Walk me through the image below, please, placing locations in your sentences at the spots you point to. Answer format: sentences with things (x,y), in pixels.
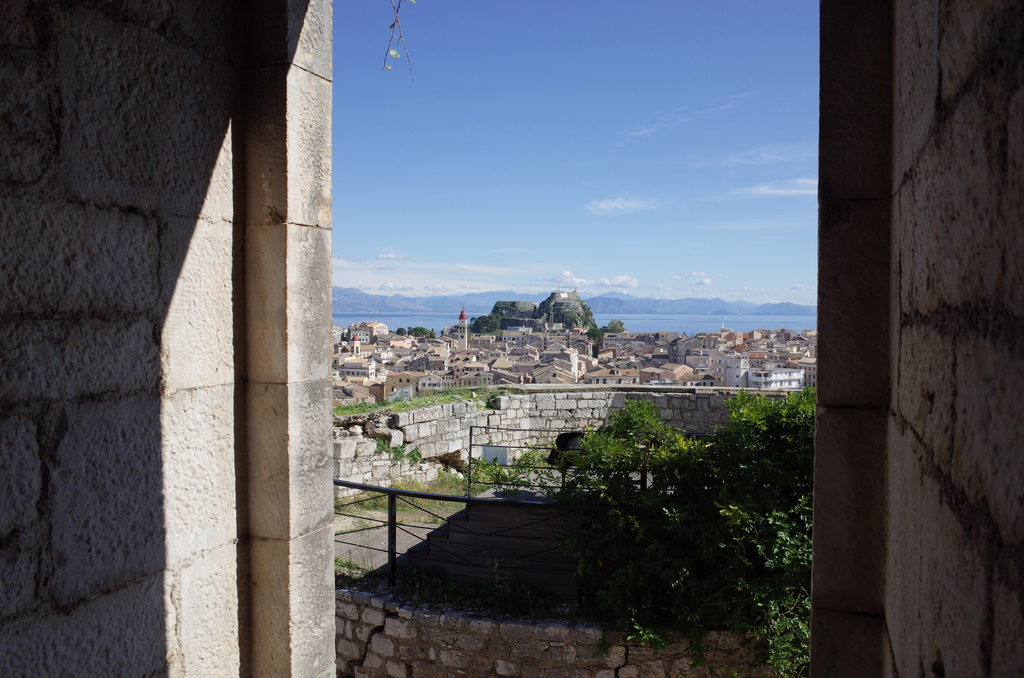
In this picture I can see a view on which there are some buildings (365,345), trees (603,567) and fencing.
